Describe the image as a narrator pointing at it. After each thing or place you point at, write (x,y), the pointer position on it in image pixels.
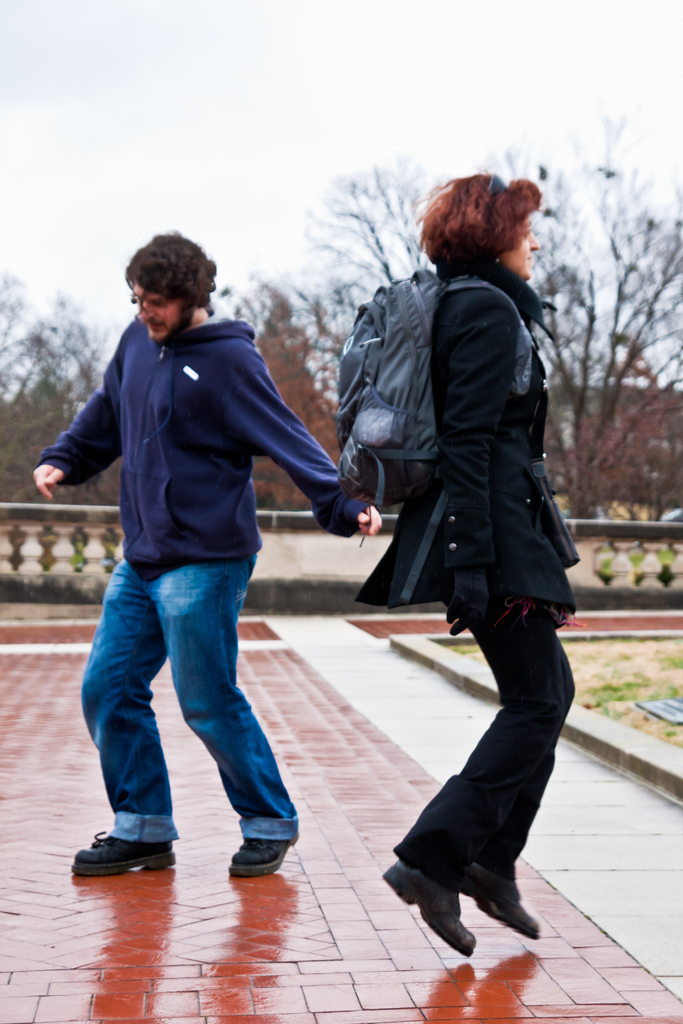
In this picture I can see a man (175,498) and a woman (509,326) in front (486,305) and I see that, the woman (480,313) is wearing a bag (461,281) and she is in air and the man (260,413) is on the path (39,871). In the background (265,587) I can see the railing (34,598), few trees (329,285) and the sky (338,135).
